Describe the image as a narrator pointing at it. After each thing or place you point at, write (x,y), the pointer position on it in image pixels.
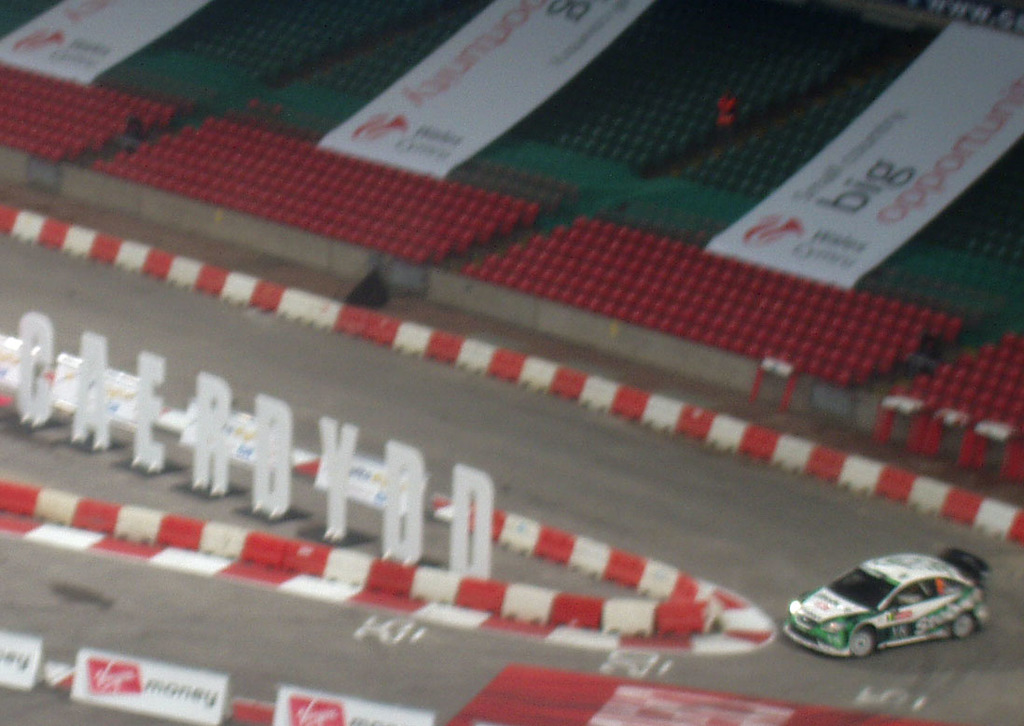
At the bottom of the image (830,586) I can see a racing car (876,591) on the road (321,659) and there are some boards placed beside the road (87,595). At the top of the image (401,204) I can see many empty chairs (406,231). This is looking like a stadium (519,72).
